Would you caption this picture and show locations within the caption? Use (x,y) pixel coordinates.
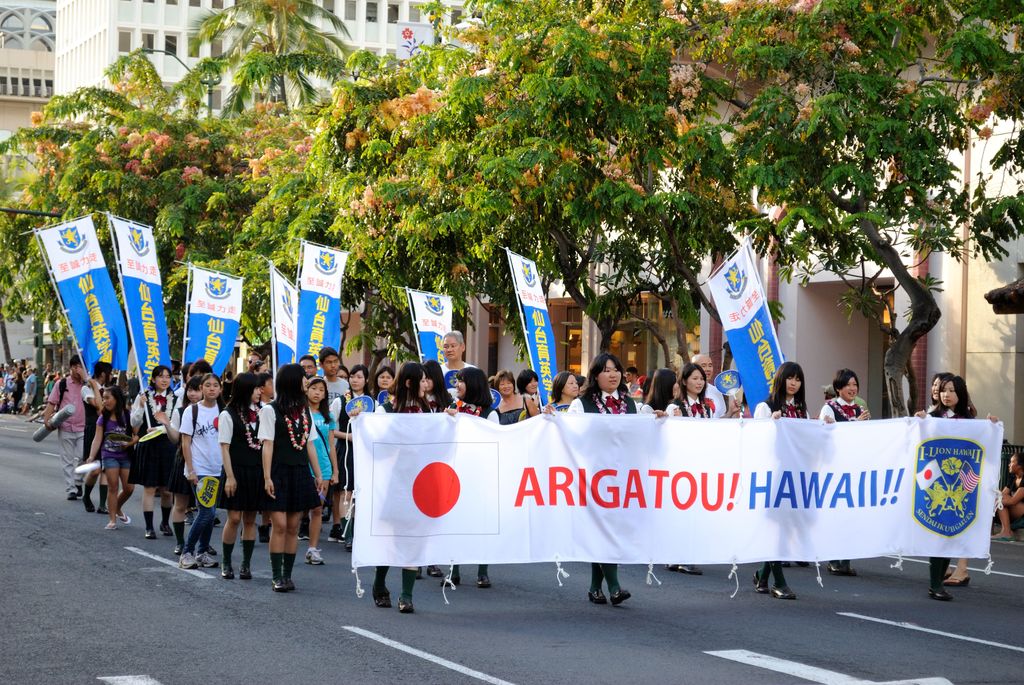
In this image few persons (170,416) are holding a banner (630,483) and walking on the road (762,642). Behind few persons (257,420) are standing. Few persons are holding the banner (291,329). Few persons (12,379) are standing on the pavement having few trees (498,106). Behind there are few buildings (126,43).
